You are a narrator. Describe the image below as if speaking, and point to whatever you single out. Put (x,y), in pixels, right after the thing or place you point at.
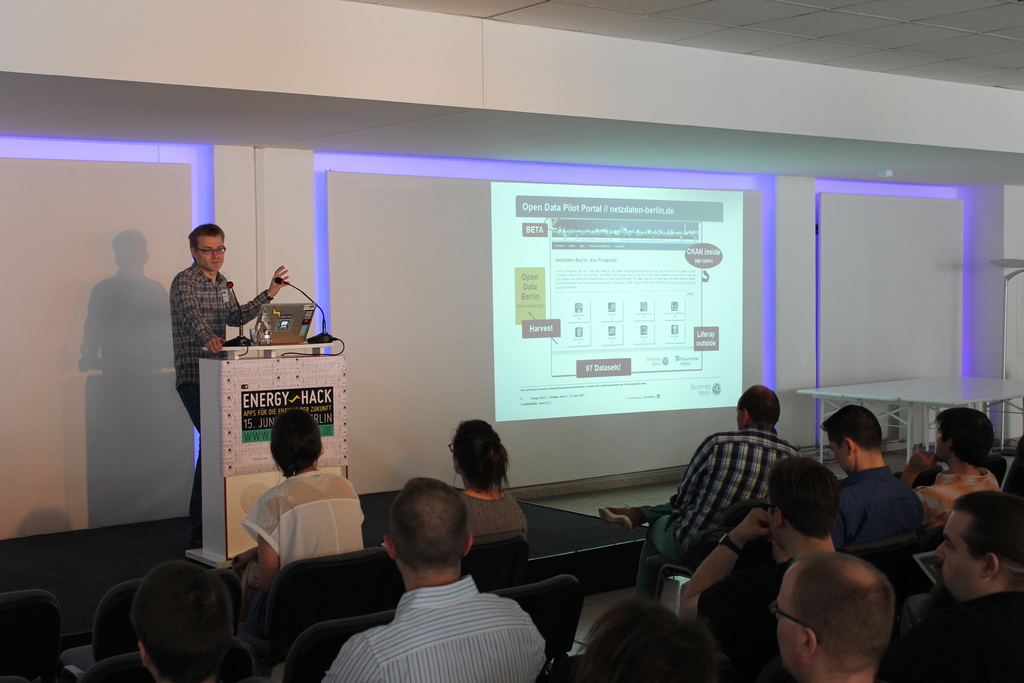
In this image, we can see people (731,548) sitting on the chairs (504,562) and on the stage (92,541), there is a podium (255,357) and we can see a laptop (300,329) and a mic (238,306) and there is a person (195,334) standing. In the background (673,274), there are lights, screen (674,309) and a table (903,391). At the top (761,27), there is roof (713,34).
